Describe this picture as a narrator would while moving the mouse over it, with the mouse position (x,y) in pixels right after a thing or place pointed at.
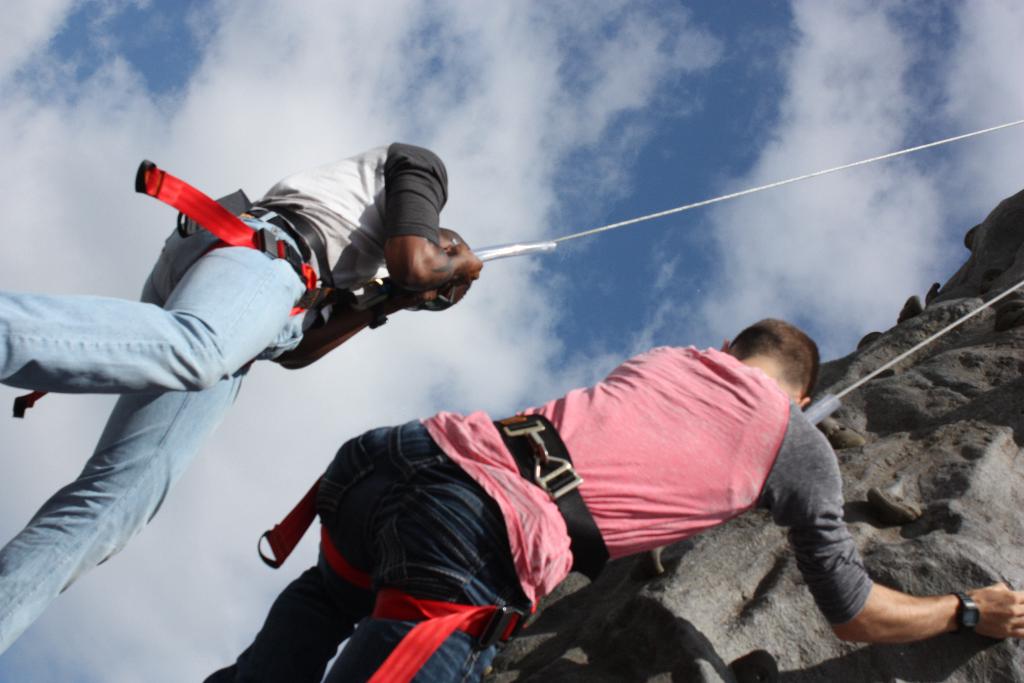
In this picture there are two men (485,514) climbing a cliff (831,385) with the help of ropes (936,141). Sky (545,199) is bit cloudy and it is sunny.
